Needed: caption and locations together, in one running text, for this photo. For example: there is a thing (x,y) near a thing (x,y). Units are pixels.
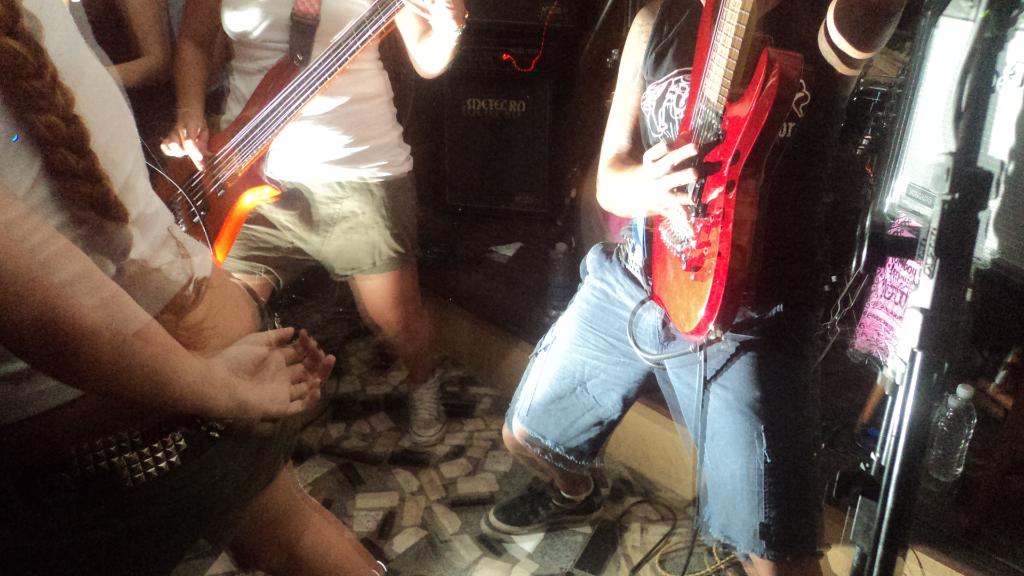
In this image i can see few persons (356,65) holding musical instruments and playing.
